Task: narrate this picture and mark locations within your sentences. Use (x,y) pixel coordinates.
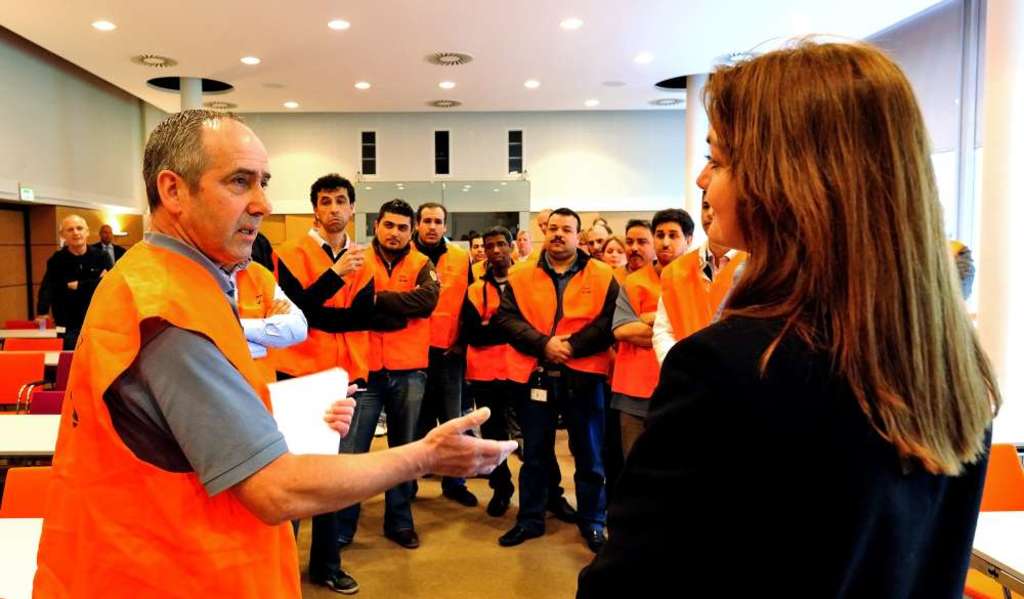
In this image there is a man (192,418) on the left side (209,449) who is holding the book (284,403) and explaining to the girl (718,369) who is on the right side (775,404). In front of them there are few people (445,304) standing on the floor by wearing the orange colour jacket (489,294). At the top (339,45) there is ceiling (439,47) with the lights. On the left side (46,410) there are chairs (30,347).
